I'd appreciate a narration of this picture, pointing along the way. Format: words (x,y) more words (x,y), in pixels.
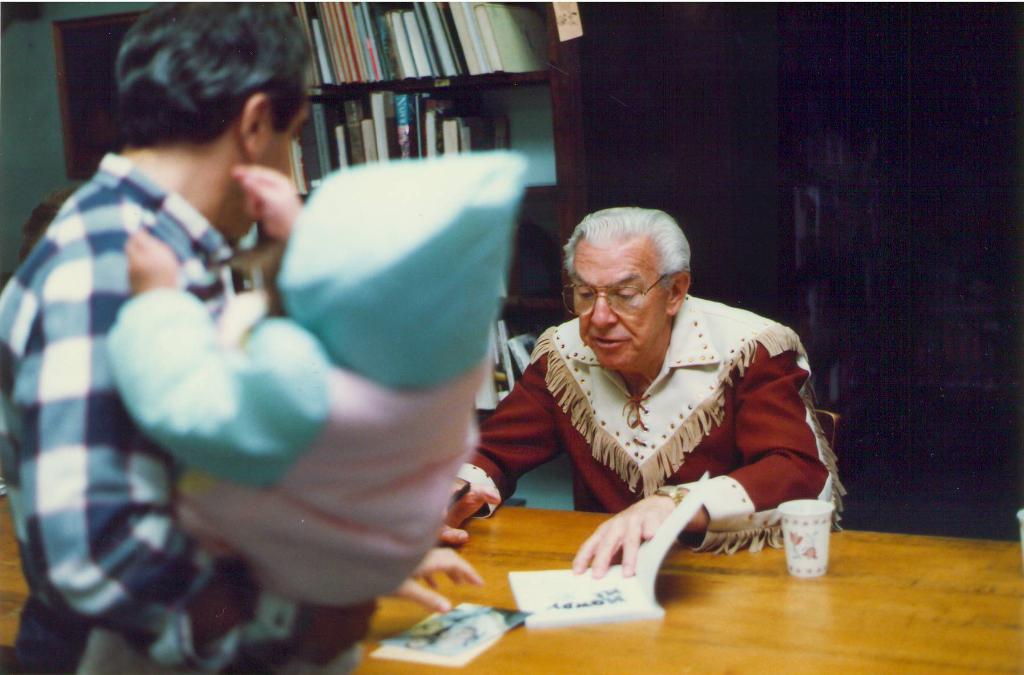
On the left side of the image (108,633), we can see a person (152,512) is carrying a baby (315,435). Here an old person (685,437) is sitting on a chair (823,418) and holding few objects (623,586). At the bottom (734,654), we can see wooden table (904,659). Few things (428,633) and book (599,608) are placed on it. Background (700,132) we can see wooden shelf (483,86), wall (532,154) and few objects (76,131). On the racks (567,45), there are so many books (455,133) are placed.
